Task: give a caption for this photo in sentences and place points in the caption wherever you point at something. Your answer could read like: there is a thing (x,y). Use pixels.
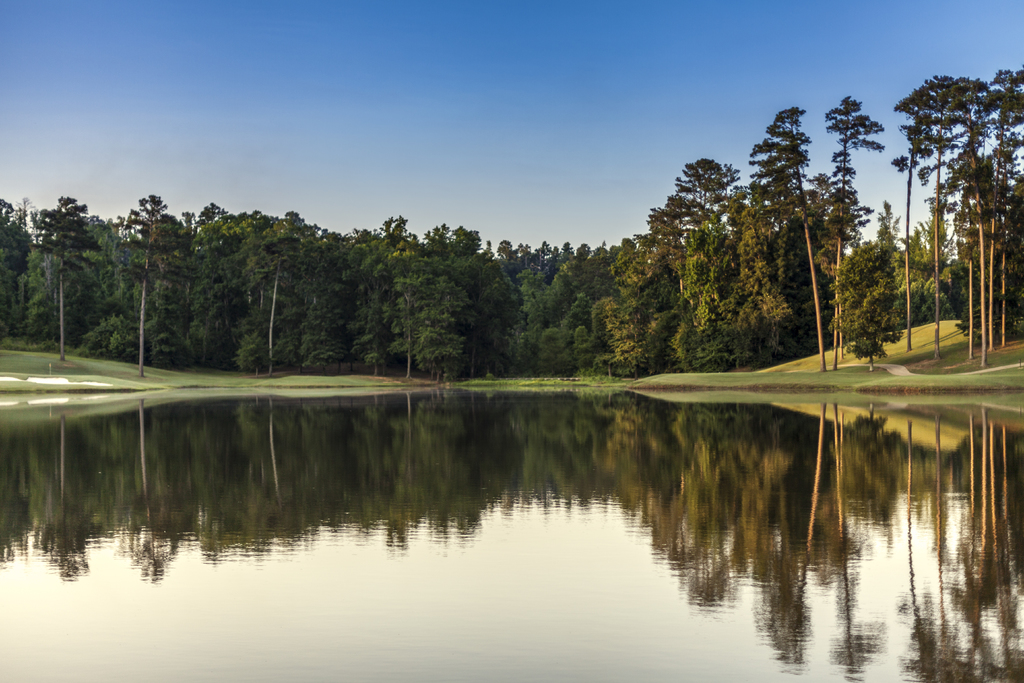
At the bottom of the picture (396,543), we see water (528,608) and this water (620,634) might be in the pond (417,625). There are trees (487,311) in the background (673,328). We see the reflections (419,438) of trees (446,320) in the water (694,464). At the top (512,71), we see the sky (489,138), which is blue in color.
